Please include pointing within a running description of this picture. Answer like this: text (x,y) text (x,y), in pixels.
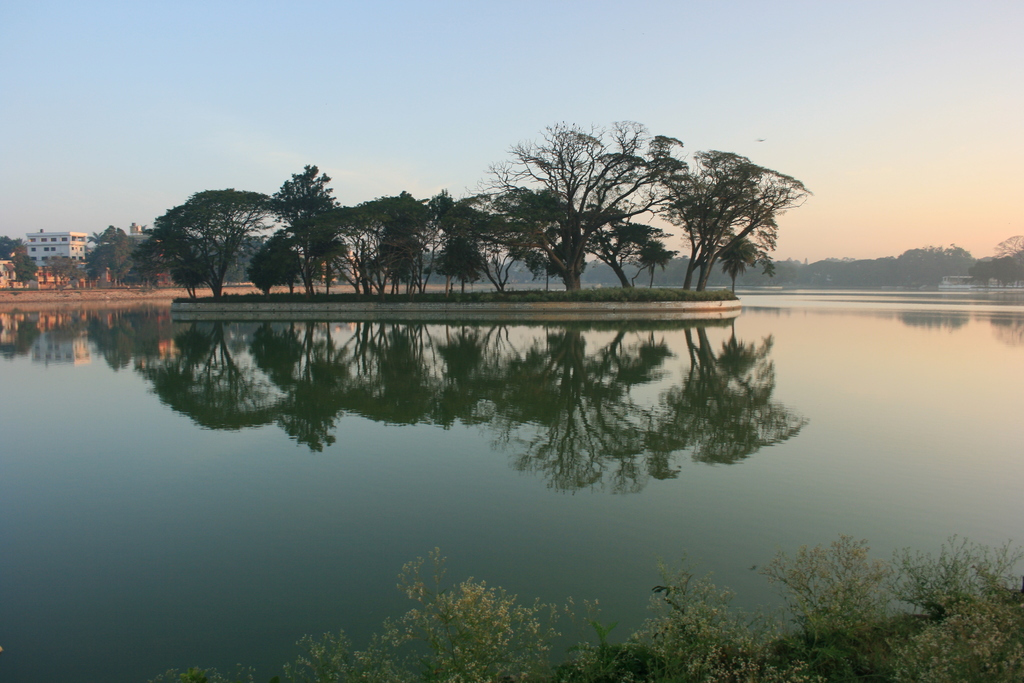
This image is taken outdoors. At the bottom of the image (897,646) there is a ground (926,655) with grass (881,657) and plants (464,634) and there is a pond (537,415) with water (597,387). At the top of the image (124,90) there is a sky (227,154) with clouds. In the background (176,277) there are many trees (643,229) and plants (215,301) and there is a building (55,251) with walls (48,254), windows (48,254), doors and a roof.
